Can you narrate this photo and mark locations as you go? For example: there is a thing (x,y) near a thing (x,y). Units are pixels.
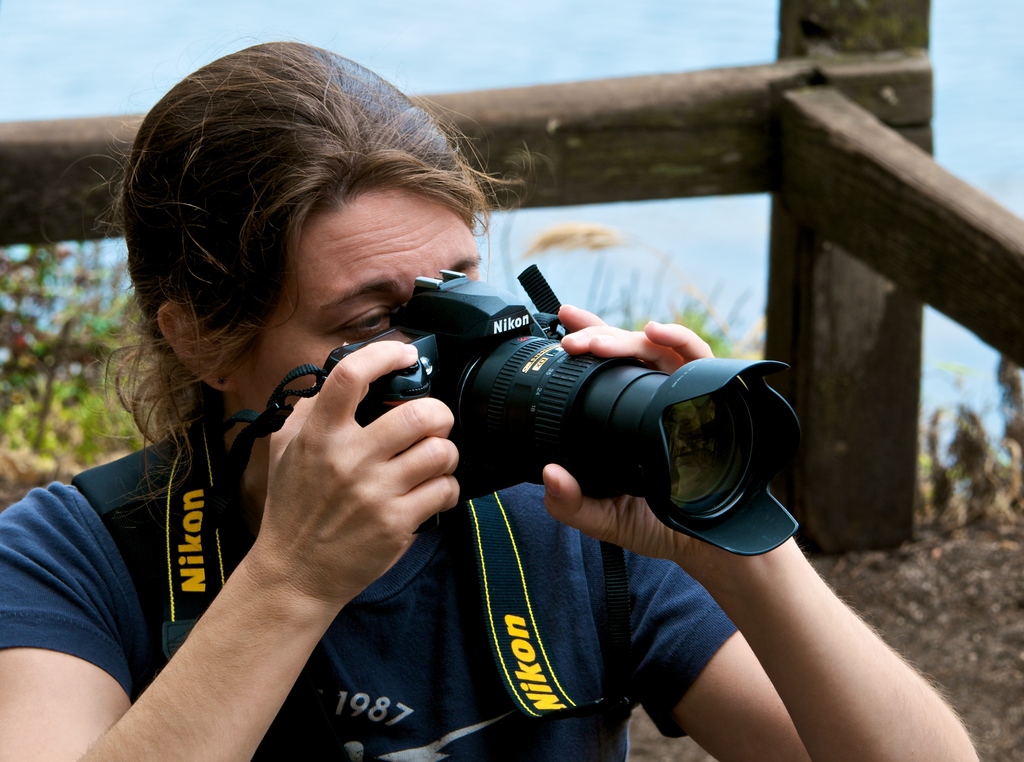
In this image I can see the person (159,107) is holding the camera (604,395). Back I can see the wooden object (693,194) and small plants (39,410). Background (537,11) is in white and blue color.
